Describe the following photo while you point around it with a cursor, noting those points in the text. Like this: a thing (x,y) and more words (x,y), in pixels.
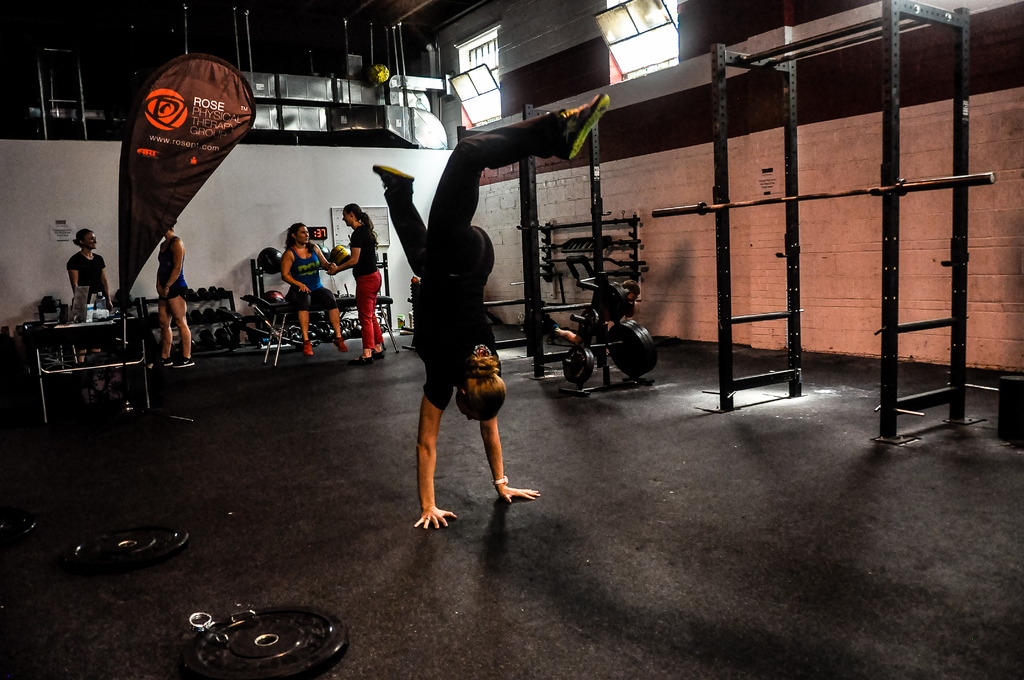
In the image there is a person (455,262) in the inverted position. Behind that person (435,301) there are few people (309,259). And also there are tables (80,325). And in the image there is gym equipment (549,281). On the right side of the image (718,221) there are rods (928,183). And also there is a wall (574,59) with windows (496,63). And at the top of the image (349,95) in the background (432,125) there are few objects (259,90).
